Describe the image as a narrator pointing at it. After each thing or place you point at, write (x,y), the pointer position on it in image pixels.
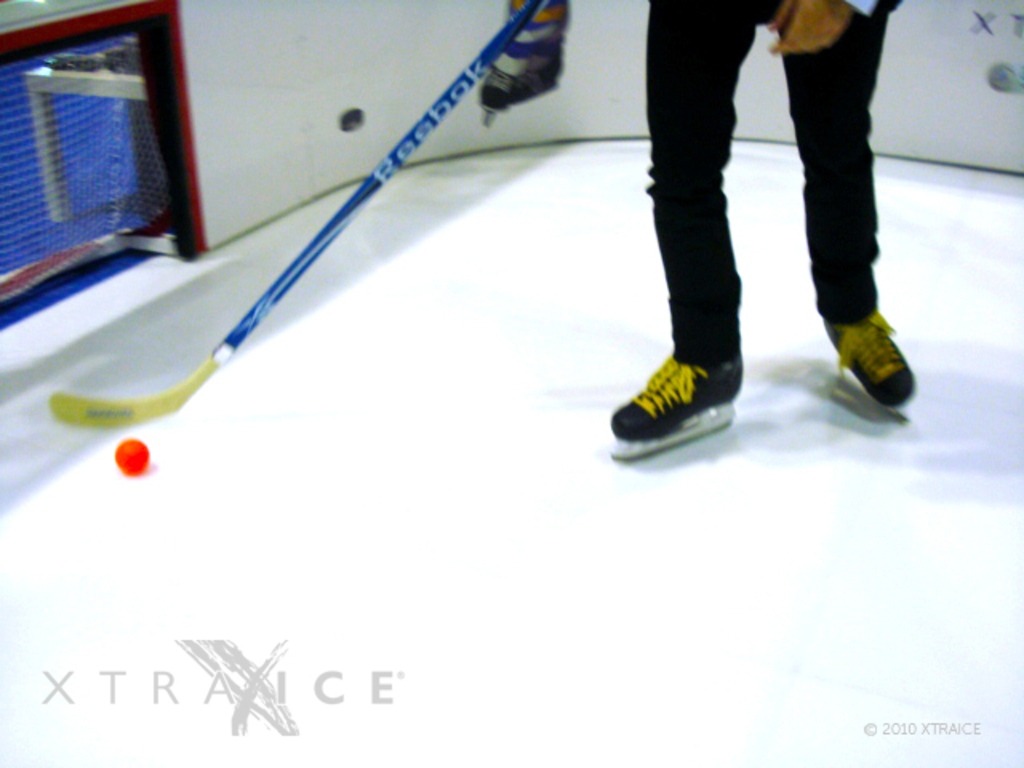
In this image we can see a person (878,33) holding a hockey stick (95,423) and there is a red color ball (126,462) on the surface (224,454), in the background (277,118) there is a white color wall (288,125) and a net (108,214).
